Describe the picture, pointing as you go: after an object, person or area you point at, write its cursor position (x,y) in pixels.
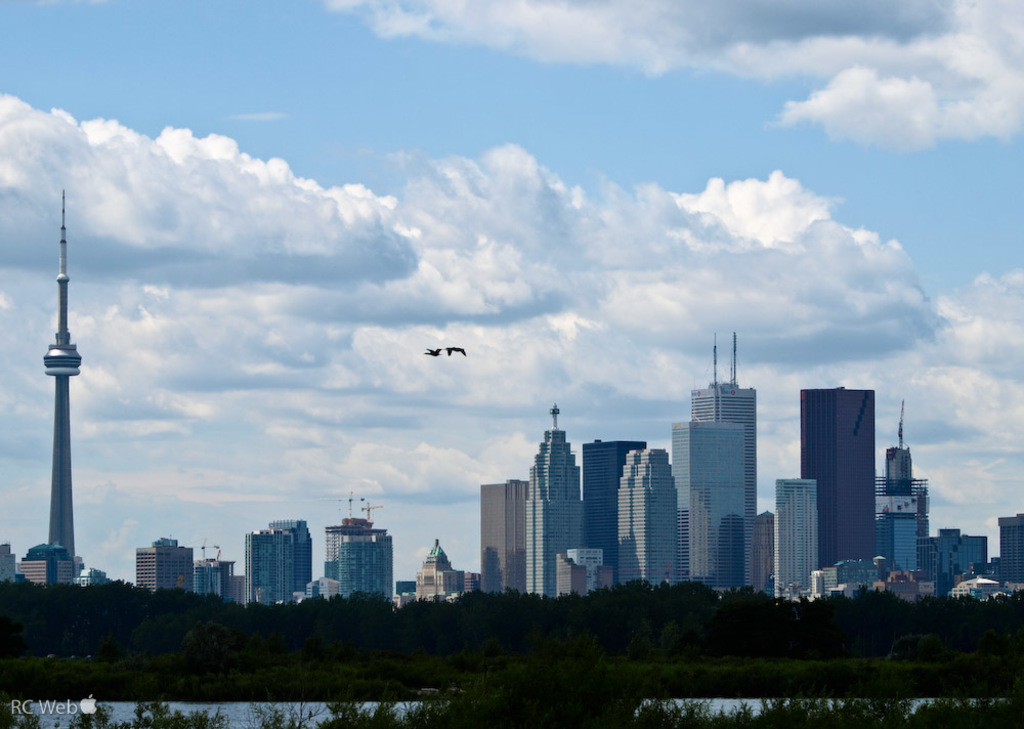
In this image there is some water (255,719) in the bottom of this image (382,714) and there are some trees (380,693) in the background (427,652). There are some buildings (540,526) in middle of this image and there is a cloudy sky (364,185) on the top of this image (374,204). There are two birds (440,353) are flying as we can see in middle of this image (455,353).
